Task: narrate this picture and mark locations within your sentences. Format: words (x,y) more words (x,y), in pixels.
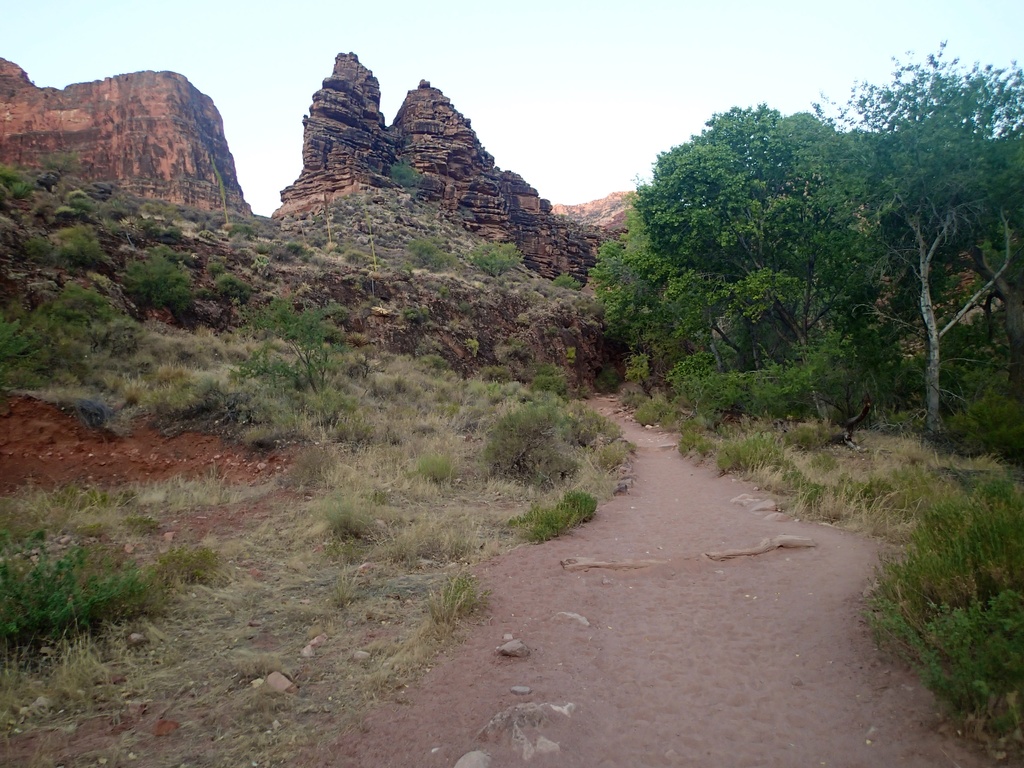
In this picture we can see path (637,477), grass (362,629), plants (1016,550), trees (677,211) and rocks (4,152). In the background of the image (722,45) we can see the sky (772,45).
